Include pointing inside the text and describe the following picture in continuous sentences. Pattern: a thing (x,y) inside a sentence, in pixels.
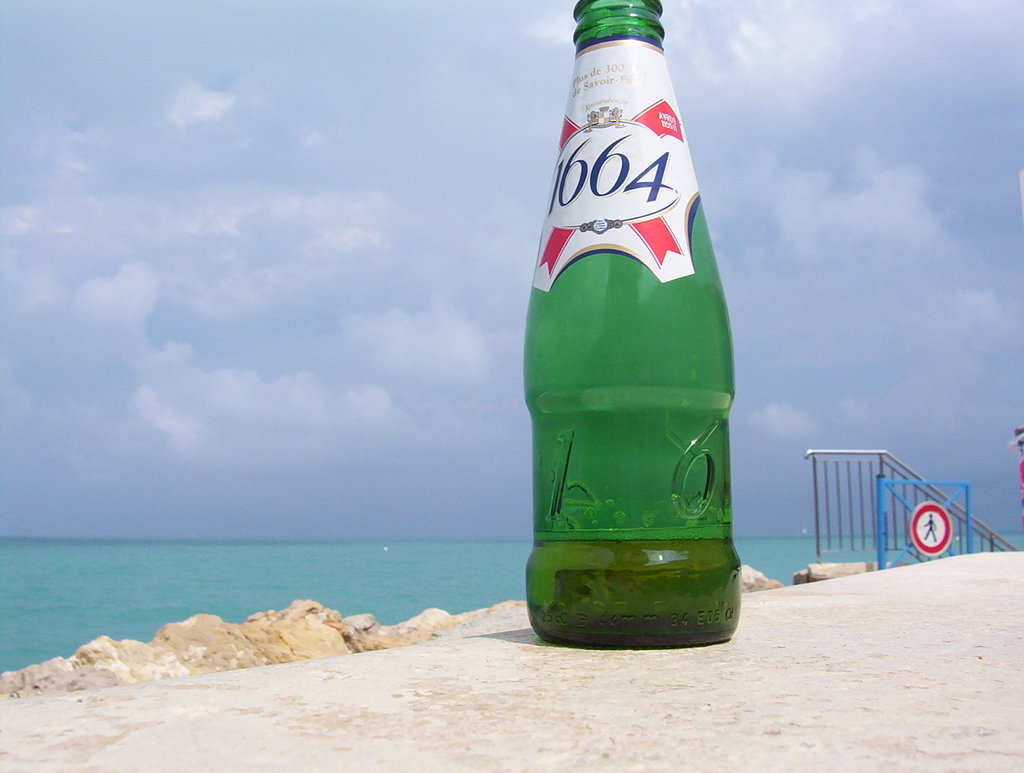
In this picture there is bottle (664,441) placed on the ground (658,712). On the bottle (664,124) there is label (623,129) and text (600,77) printed on it. To the right corner of the image (851,498) there is railing (863,508) and a sign board (913,529). To the left corner of the image (248,630) there are rocks (205,640). In the background (236,554) there is water (281,565) and sky (322,356). The sky (300,265) is full of clouds (147,189).
